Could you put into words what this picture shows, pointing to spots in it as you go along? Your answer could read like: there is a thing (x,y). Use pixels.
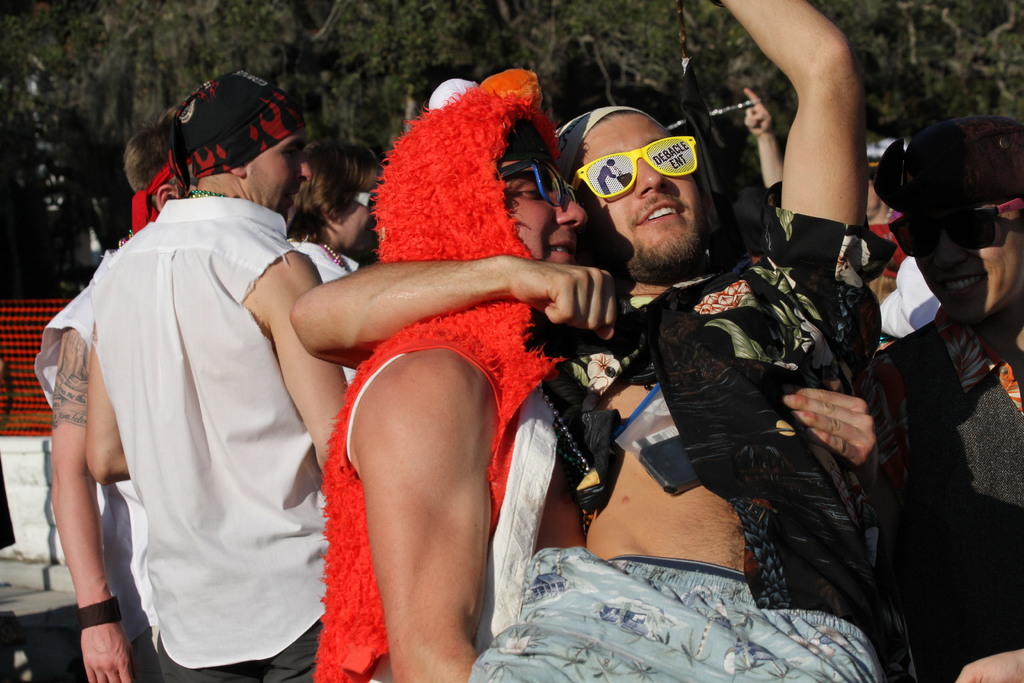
In the image we can see there are people (493,327) standing and they are wearing costumes (229,309). Behind there are trees (369,31).
